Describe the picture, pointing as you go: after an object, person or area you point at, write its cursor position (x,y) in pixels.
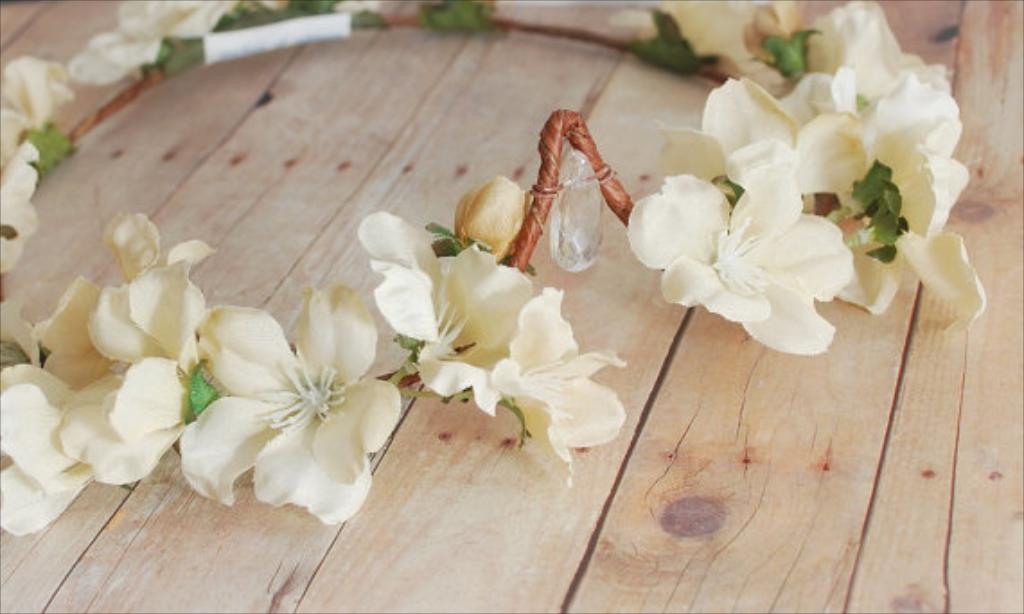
In this picture we can see flowers (716,267) on the floor (751,414).
